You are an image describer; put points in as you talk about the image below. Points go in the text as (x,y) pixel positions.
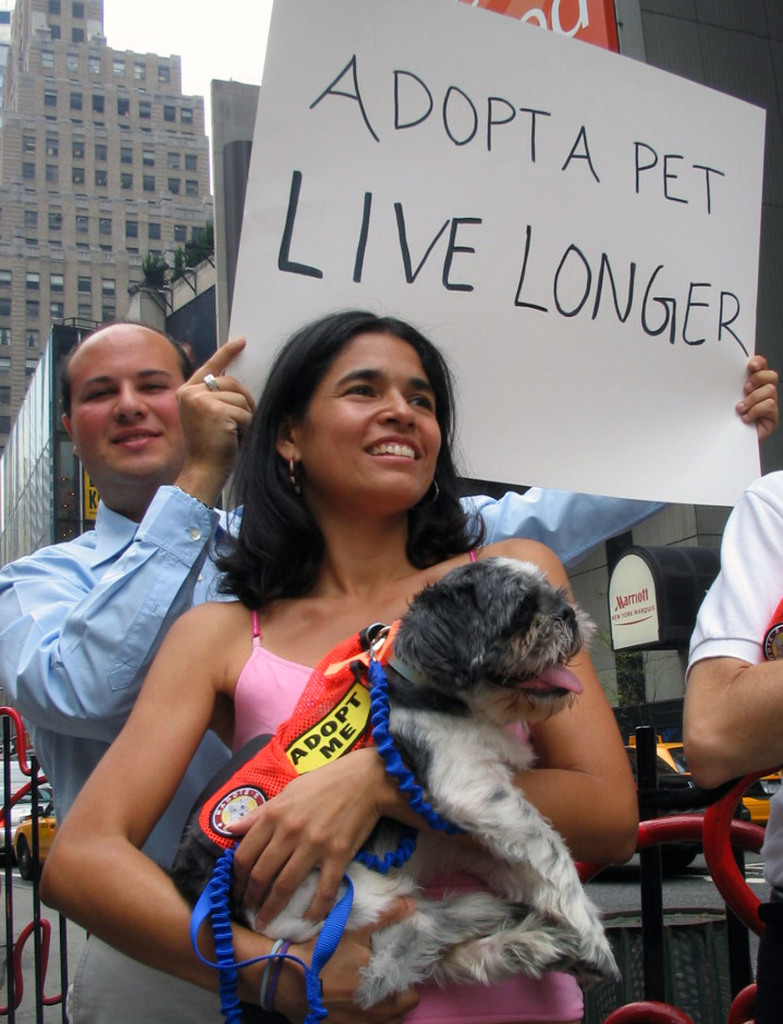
This image is clicked on the roads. There are three persons (109,344) in this image. In the front (390,525), the woman (237,747) wearing pink dress (536,1003) is holding a dog (442,639) in her hands (335,855). To the left (43,669), the man (70,603) in blue shirt (150,621), is holding a placard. In the background (92,249), there are buildings (123,174) and sky (200,44).
